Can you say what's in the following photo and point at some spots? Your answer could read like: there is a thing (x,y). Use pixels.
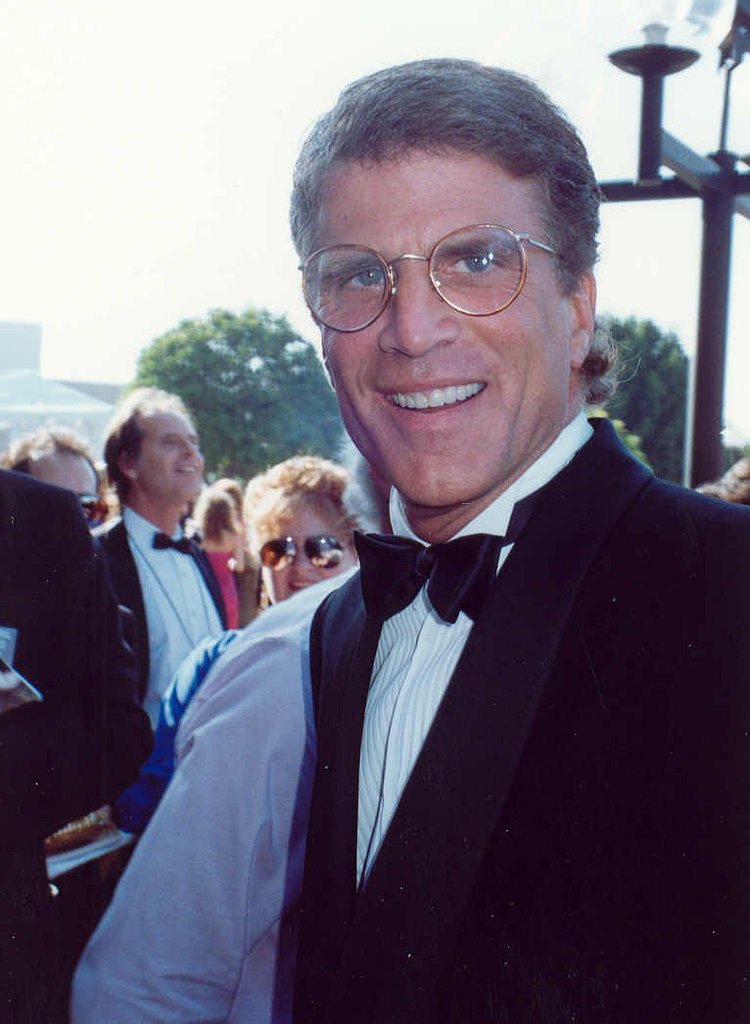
In this image there are a few people (286,597), there are few trees (275,430), a building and a light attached to the pole (712,215).
